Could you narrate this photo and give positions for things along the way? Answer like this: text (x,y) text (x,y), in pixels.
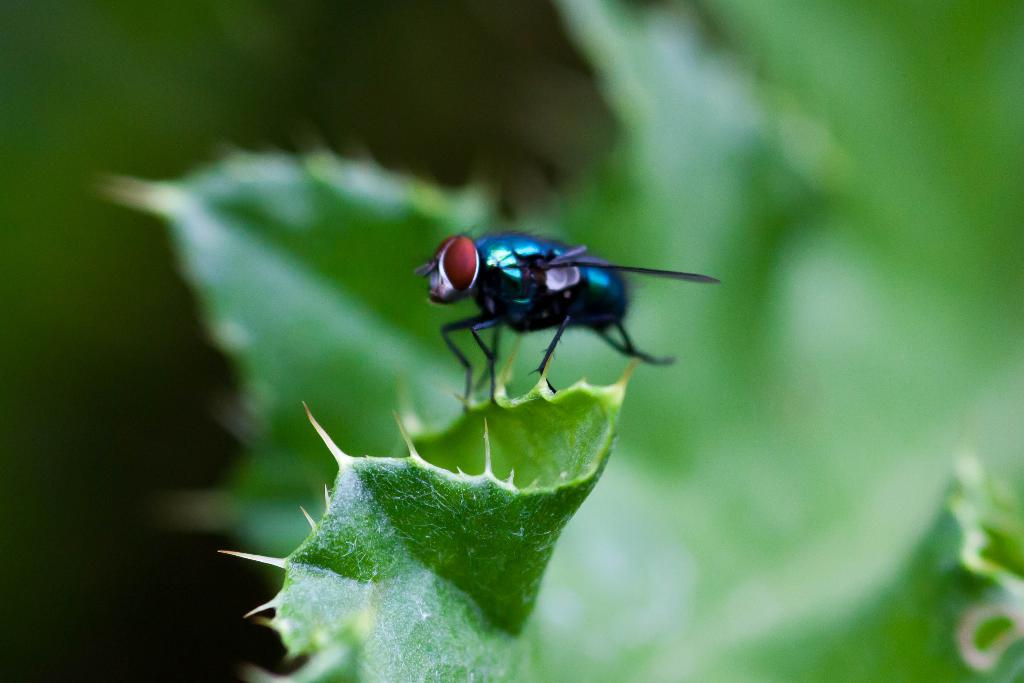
In this image we can see a house fly (485,303) on a leaf (434,592). The background of the image (740,474) is blurred.
